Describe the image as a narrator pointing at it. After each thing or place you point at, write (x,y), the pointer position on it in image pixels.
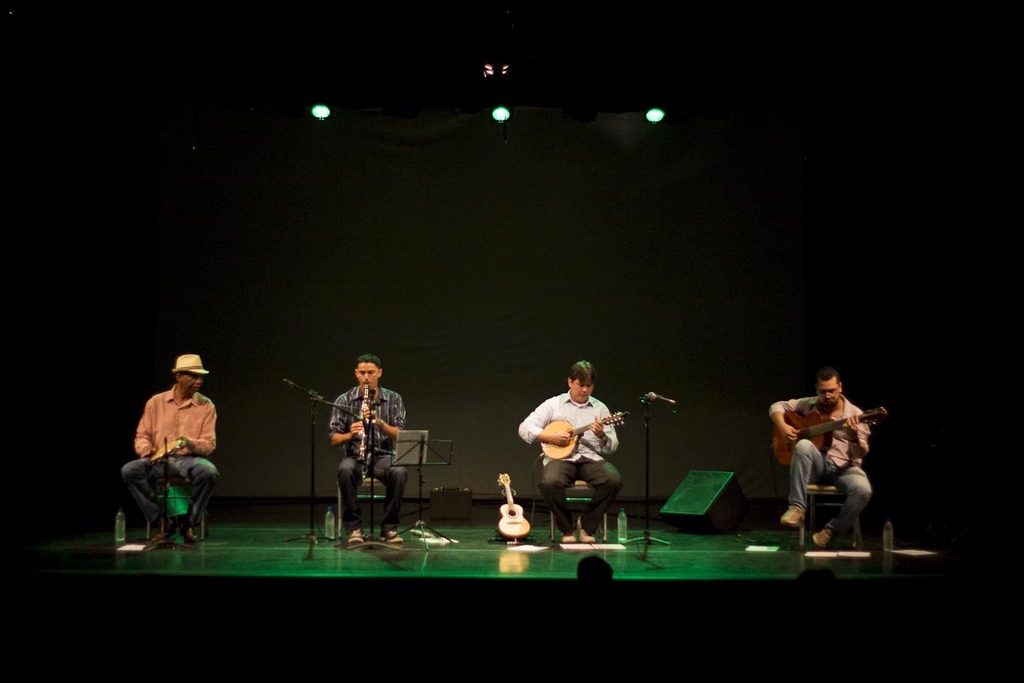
In the center of the image (350,401) there are four people (588,371) sitting. They are playing musical instruments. There is a mic (647,401) placed before them. In the center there is a guitar (519,534) placed on the floor (523,570). At the top (502,108) there are lights (314,112).
